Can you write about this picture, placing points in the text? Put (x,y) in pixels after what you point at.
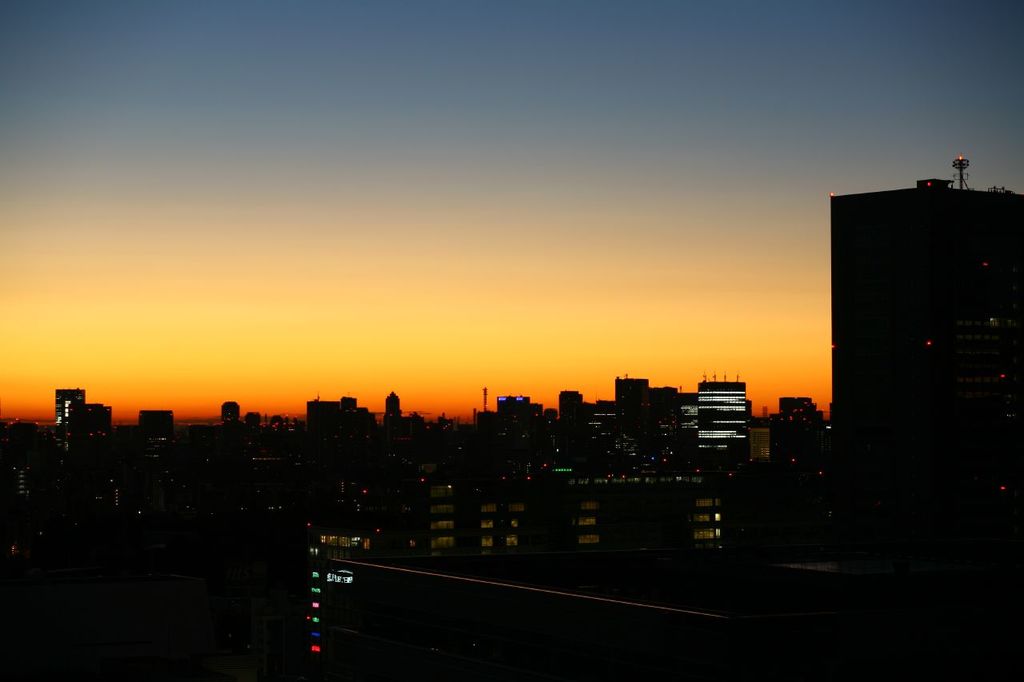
In this image there are buildings (531,501) at the bottom (741,476). At the top (423,214) there is the sky (491,255). On the right side (928,348) there is a tall building (942,250) on which there are towers (964,175).
